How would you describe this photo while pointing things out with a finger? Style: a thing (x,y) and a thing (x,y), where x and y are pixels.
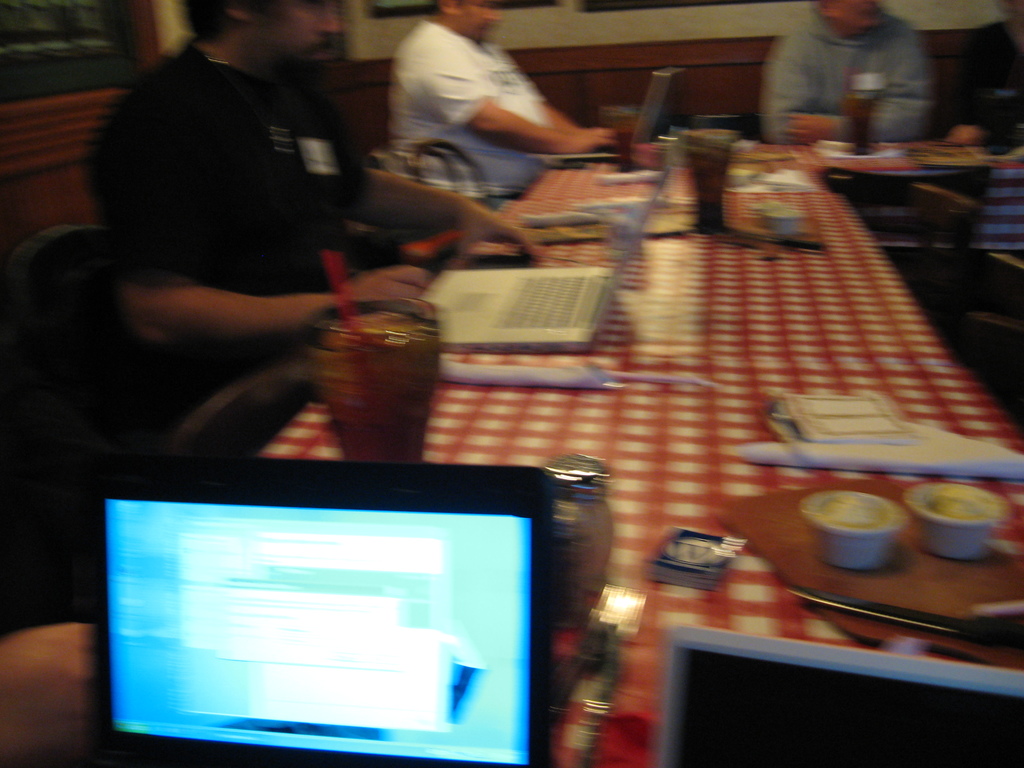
This image is taken indoors. At the bottom of the image (524,686) there are two laptops (391,615) on the table (839,297). In the middle of the image (609,435) there is a table (762,353) with a tablecloth (786,332) and many things (418,395) on it. In the background (817,135) four men (967,49) are sitting on the chairs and there is a wall (378,140).
